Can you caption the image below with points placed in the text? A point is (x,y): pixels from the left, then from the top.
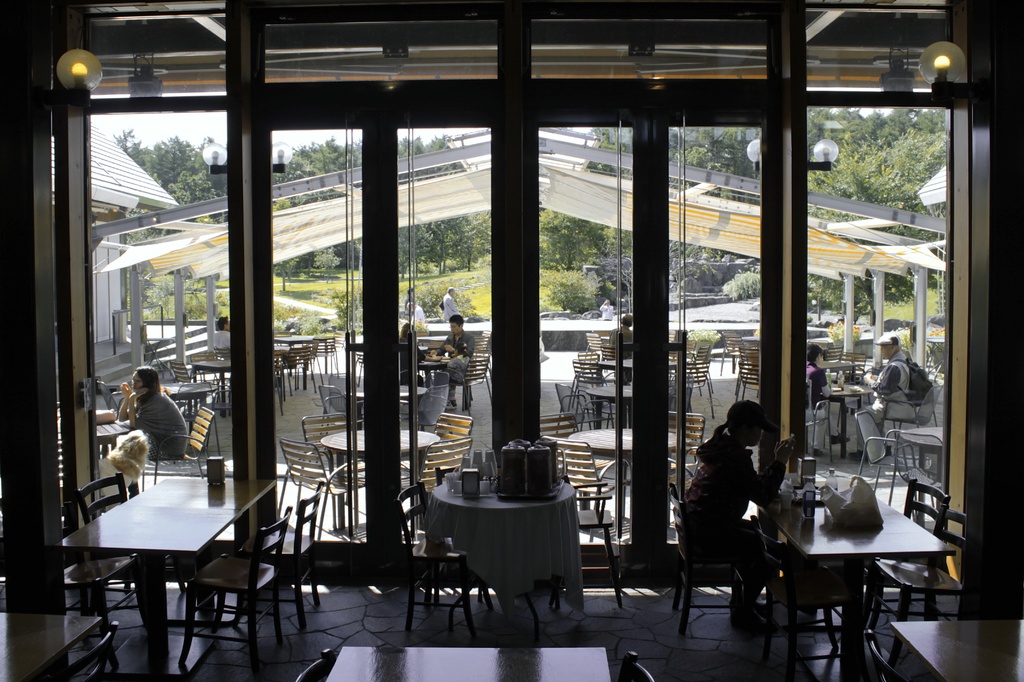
In this picture we can see tables (563,505) and chairs (444,448), there are some people (772,429) sitting on chairs (204,405), we can see water bottle (831,484), plastic cover (834,496) and some things (804,477) present on this table (814,498), there is a cloth (512,529) and some glasses (488,461) present on this table (519,500), in the background (564,239) there are trees (580,245), grass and the sky (197,138), on the right side (951,77) and left side (223,171) we can see lights (938,73).
